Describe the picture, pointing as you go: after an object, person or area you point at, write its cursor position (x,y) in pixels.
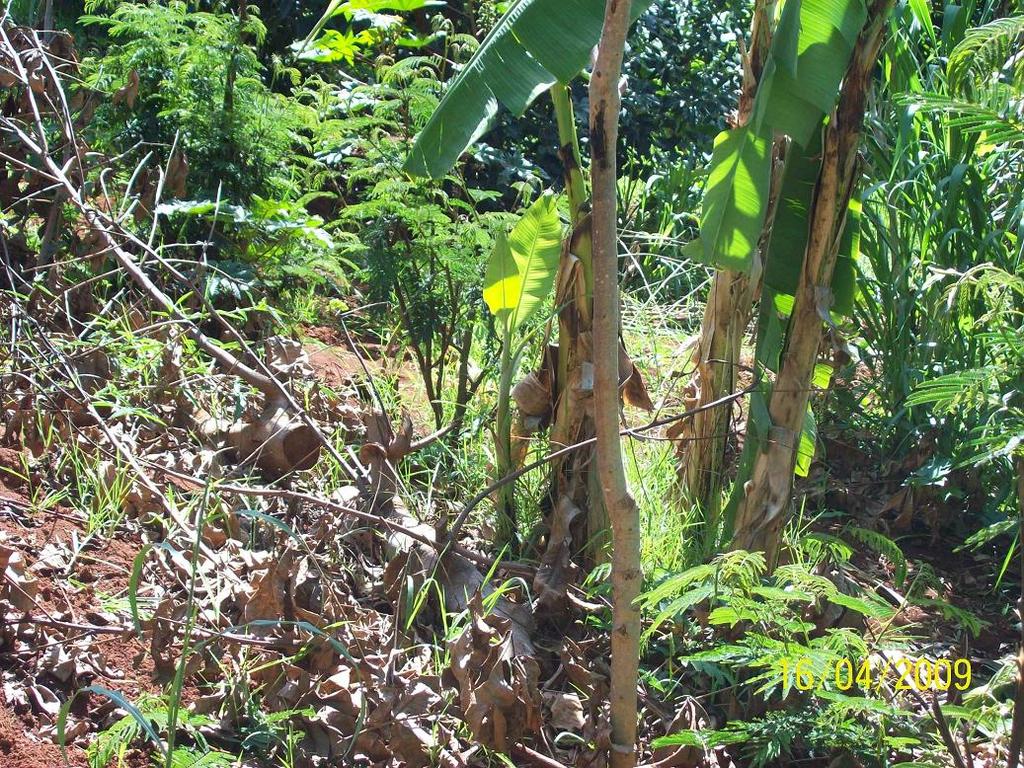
At the bottom of the picture (351,593), we see grass (350,656), dried leaves (184,599) and twigs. Behind that, there are trees (578,270). This picture might be clicked in the garden (260,335).
